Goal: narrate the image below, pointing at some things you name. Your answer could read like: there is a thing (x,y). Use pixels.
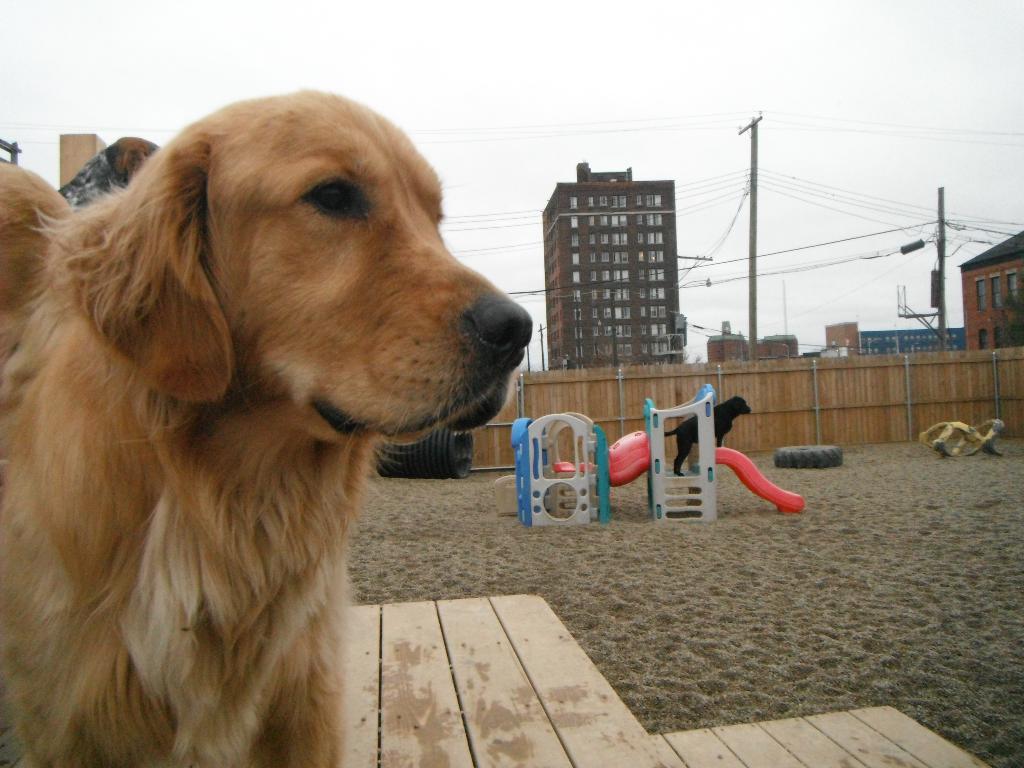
In this picture we can observe a dog (217,371) which is in brown color on the bench (503,705). There is sand (777,610). There is another dog (695,429) which is in black color. This black color dog (679,456) is in the beach toy (749,471). We can observe a tire (797,448) and a wooden railing (777,391). In the background (687,270) there are buildings (611,268), poles (942,227), wires (895,229) and a sky (671,144).
